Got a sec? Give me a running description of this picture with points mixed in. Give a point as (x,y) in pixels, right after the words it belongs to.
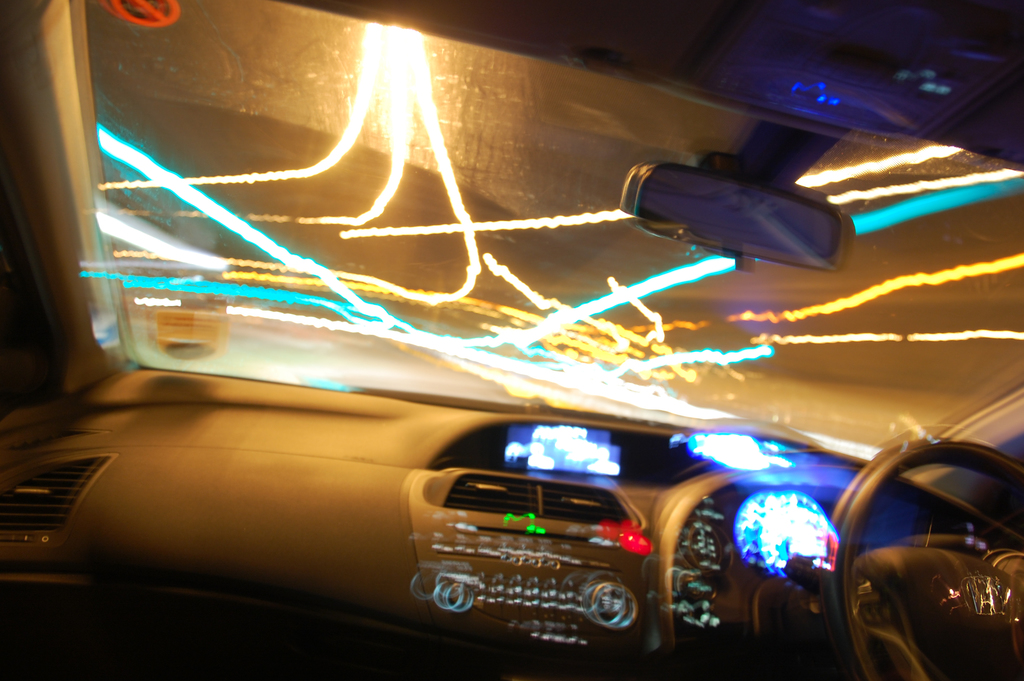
In this image I can see the inner part (653,428) of the vehicle (523,499). I can see the steering (928,650), speedometer (808,560), music-system (492,555), mirror (703,243), glass (373,199) and few colorful lights (374,289).
